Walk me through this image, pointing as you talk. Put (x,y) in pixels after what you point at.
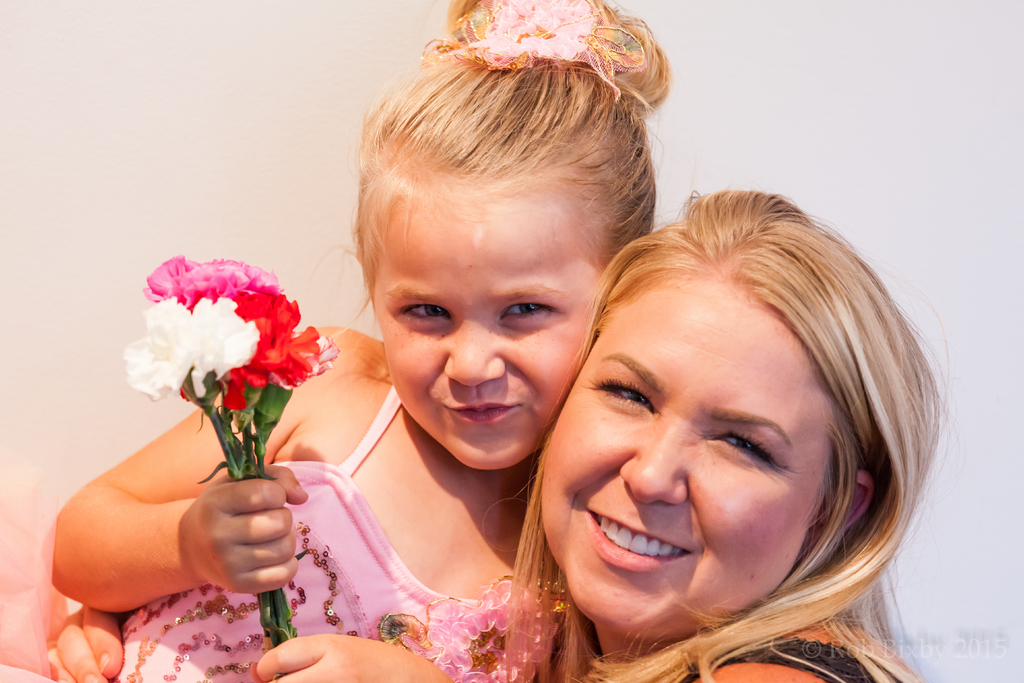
In this image there is a girl (151,535) holding bunch of flowers (276,294) and laying on another person (780,368), and there is a watermark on the image.
